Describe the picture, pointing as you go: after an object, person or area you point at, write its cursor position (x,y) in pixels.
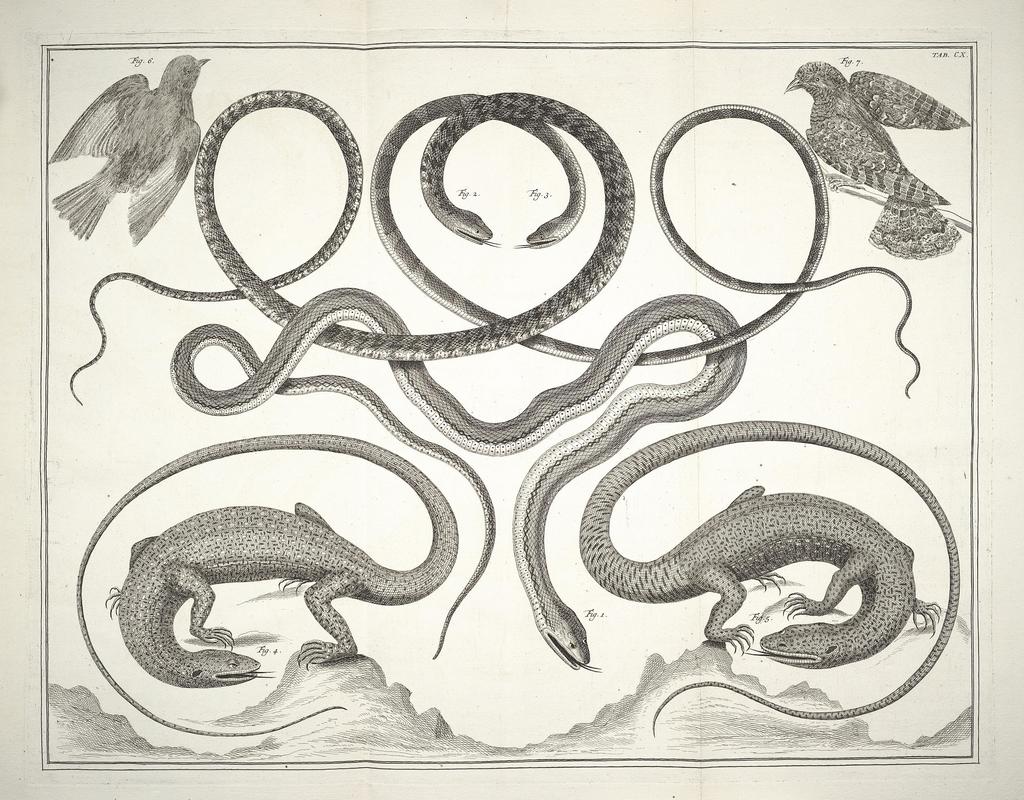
This is a poster (749,480). On this poster (603,456) we can see snakes (603,437), lizards (857,654), and birds (898,166).
